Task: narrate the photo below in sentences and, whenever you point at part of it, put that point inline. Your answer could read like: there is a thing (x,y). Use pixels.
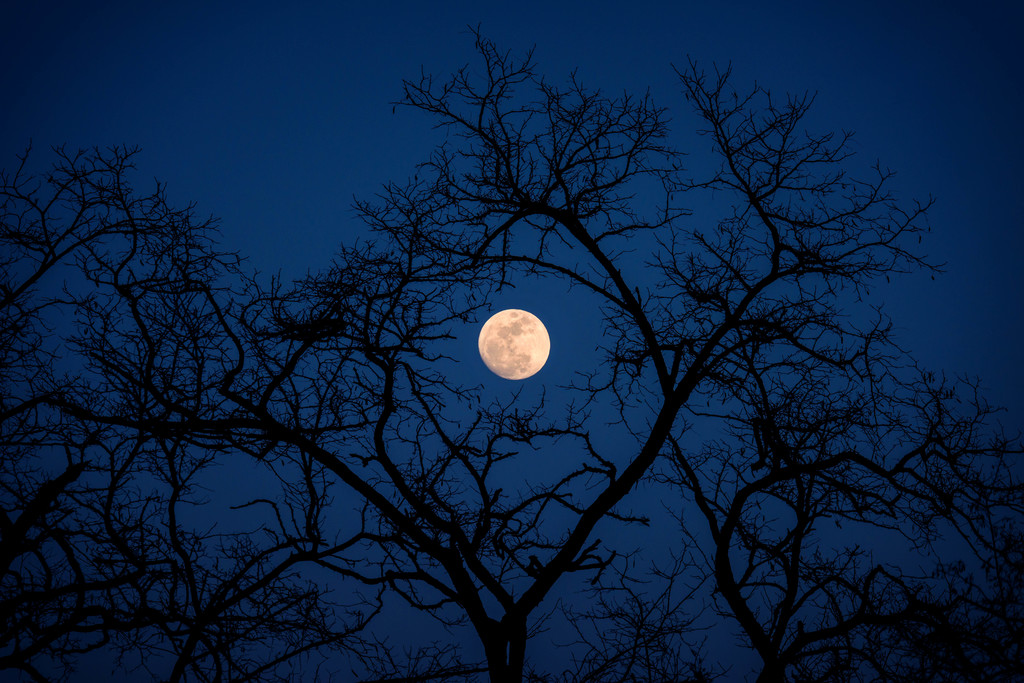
In this image we can see there are trees (161,426). In the background (455,368) there is the moon (524,323) in the sky (385,307).
